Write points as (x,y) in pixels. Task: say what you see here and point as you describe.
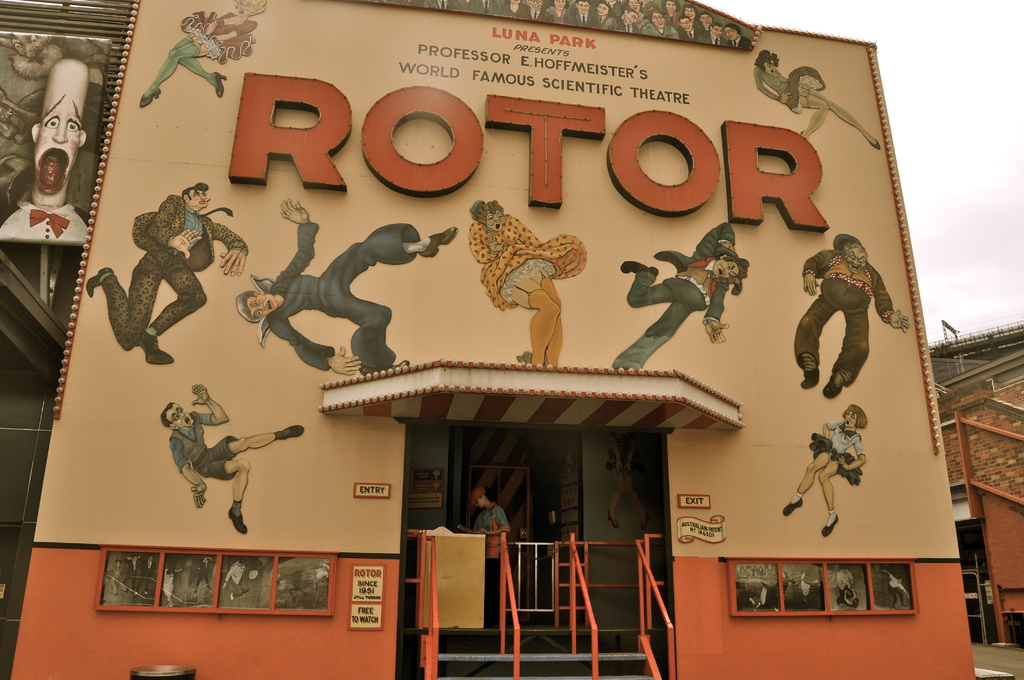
This image consists of building (467,425). There is a man (488,577) at the bottom (489,505). There are stairs (511,648) at the bottom (491,655). There is sky (904,27) at the top (922,29).
